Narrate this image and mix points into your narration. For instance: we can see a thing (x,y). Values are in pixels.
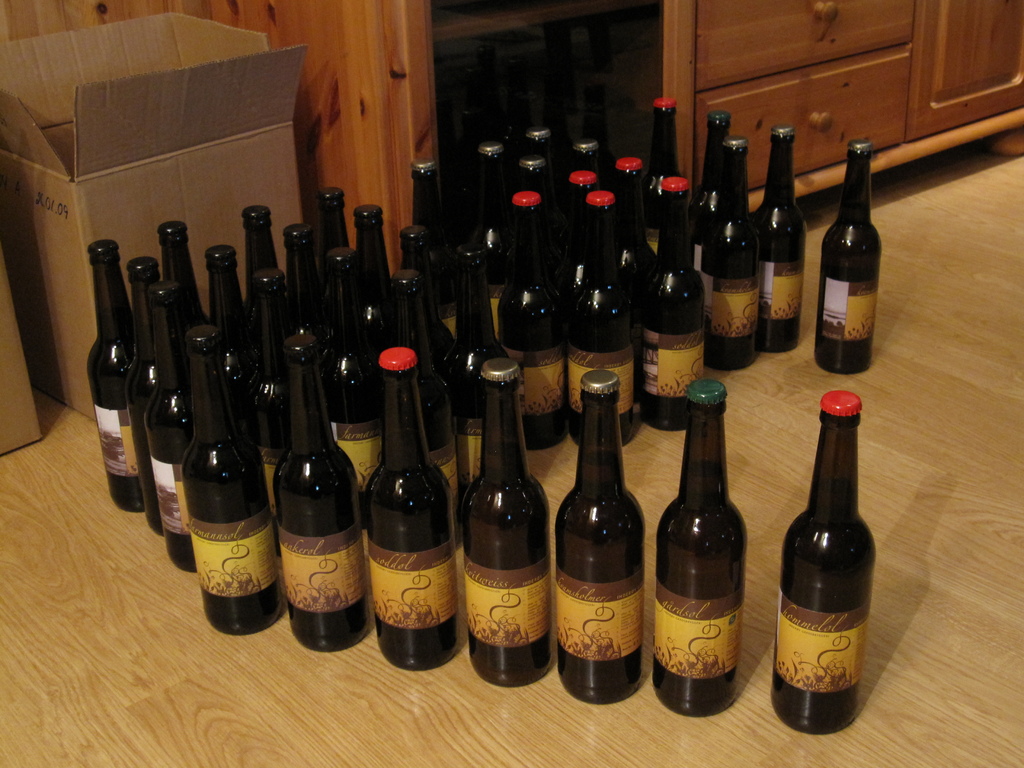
In this picture there are many bottles (323,239) in which green, grey, red, black caps (852,412) are kept on the ground (748,409). A brown and a yellow label (590,606) is seen on it. There are two boxes (92,209) which are kept to the corner. A cupboard (750,83) is visible on the right side (937,94).
